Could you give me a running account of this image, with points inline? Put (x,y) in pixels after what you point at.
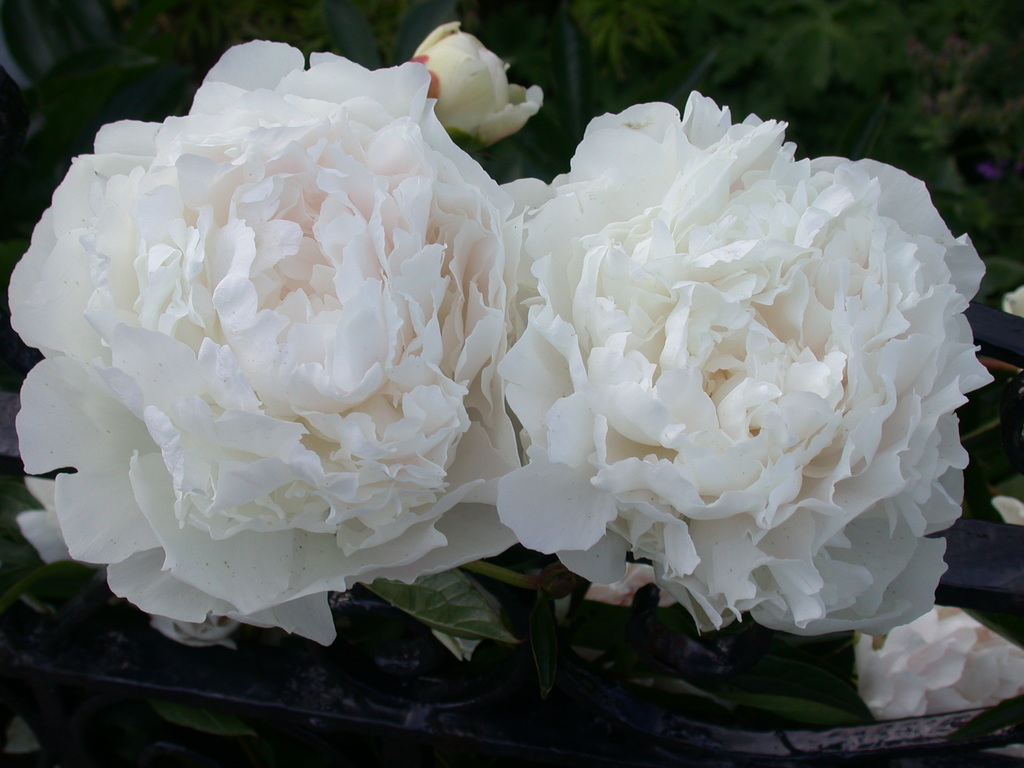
In this image we can see there are flowers (538,311) and there is a dark background (548,53).
